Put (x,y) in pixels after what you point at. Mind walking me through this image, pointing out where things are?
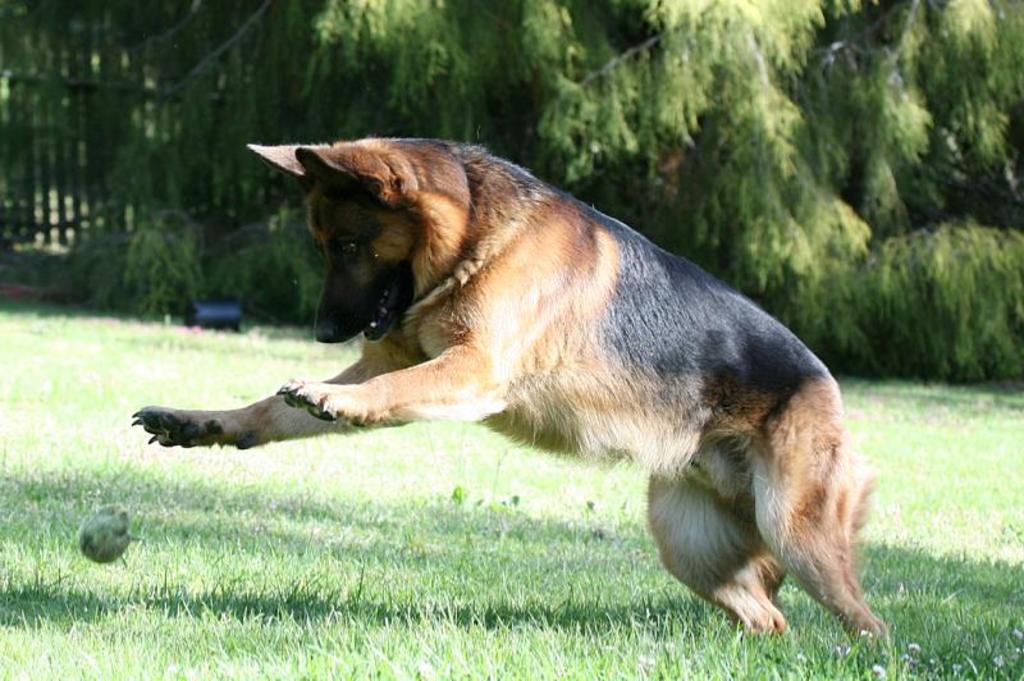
In this picture, we see a dog (514,232). It is in brown and black color. It is trying to catch a ball (107,517). At the bottom (94,502), we see the grass (96,504). There are trees (200,260) and a wooden fence (156,129) in the background (169,163). In the background (194,325), we see an object (214,309) in black color.
